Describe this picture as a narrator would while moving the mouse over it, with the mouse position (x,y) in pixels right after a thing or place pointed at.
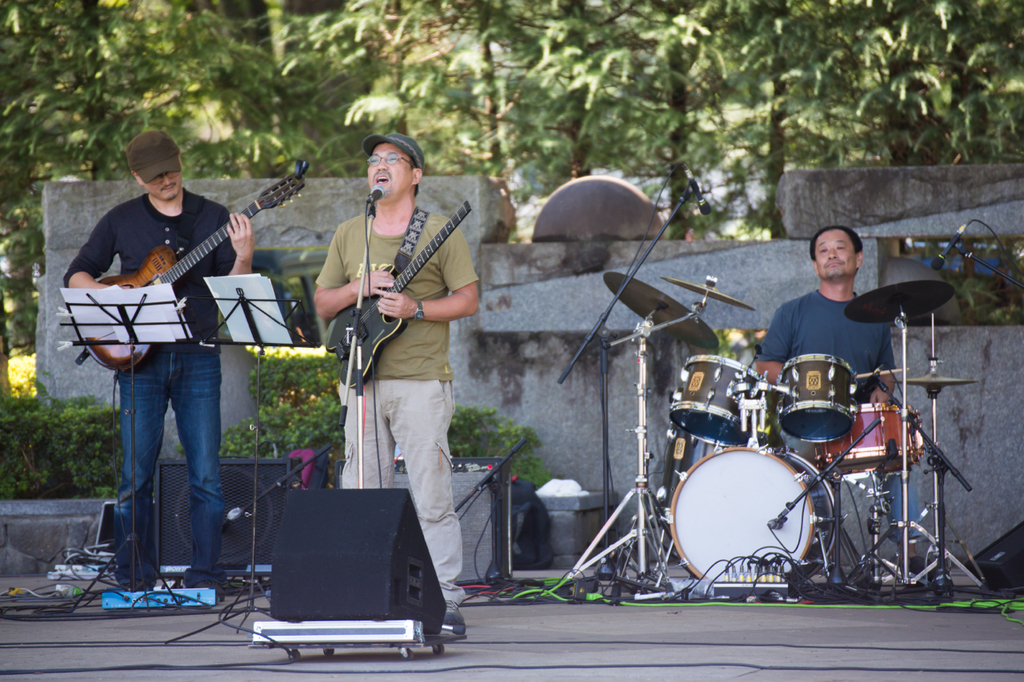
In this image i can see 3 persons (377,250) holding musical instruments (377,349) in their hands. In the background (593,133) i can see trees (537,95) and few plants (310,406).
